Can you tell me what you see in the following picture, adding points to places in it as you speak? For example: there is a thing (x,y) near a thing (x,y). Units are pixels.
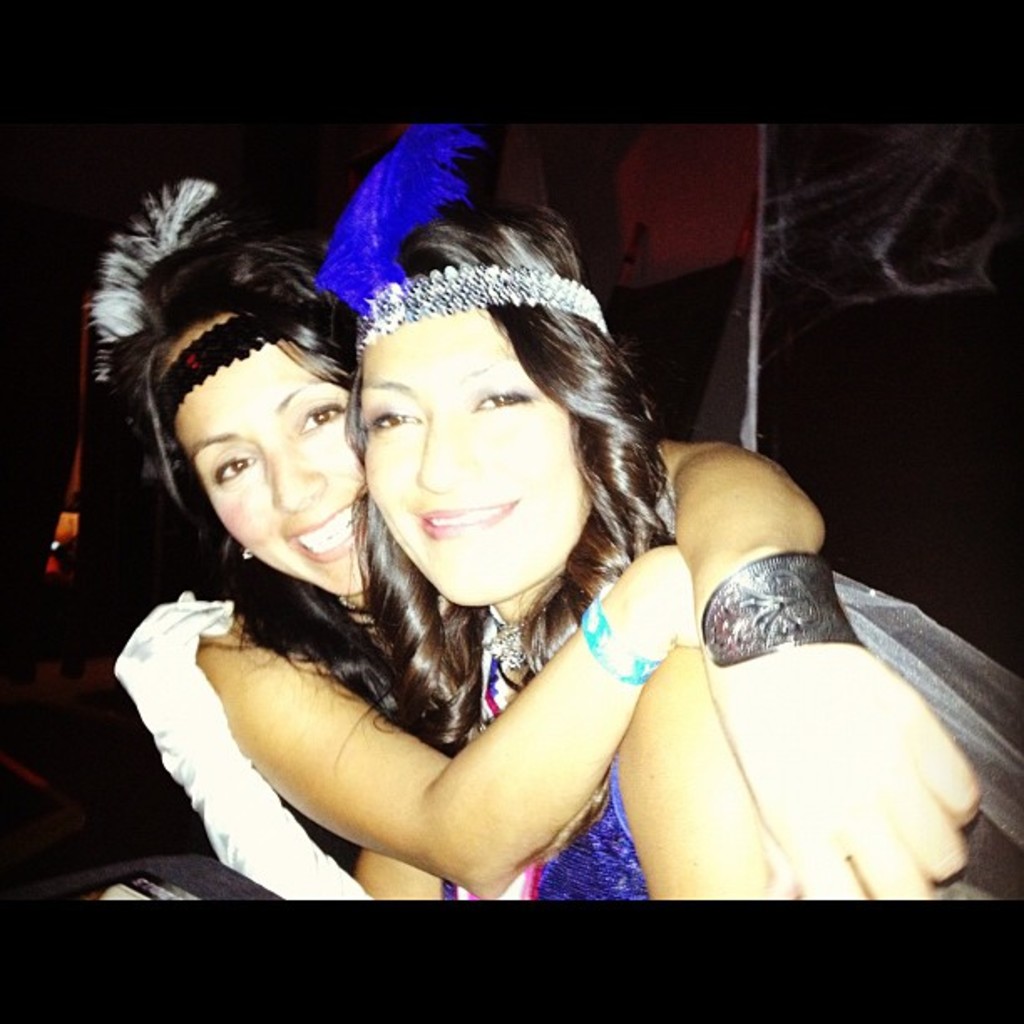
In this image I can see two women (356,513) and I can see smile (484,516) on their faces (295,555). I can also see headbands (279,332) and on their heads (326,302) I can see few things (374,267). I can see this image is in dark from background (843,325).
